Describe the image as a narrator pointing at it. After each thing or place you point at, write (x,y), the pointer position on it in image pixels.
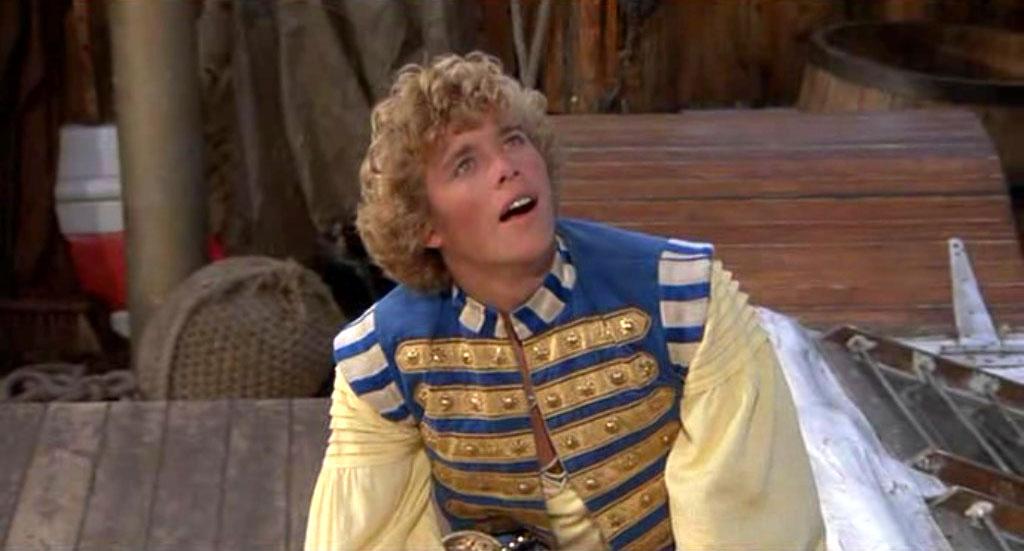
In this image we can see a person (550,450). On the backside (238,420) we can see a table (221,412), rope (100,397), pole (162,260), stairs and a drum (1010,65).
